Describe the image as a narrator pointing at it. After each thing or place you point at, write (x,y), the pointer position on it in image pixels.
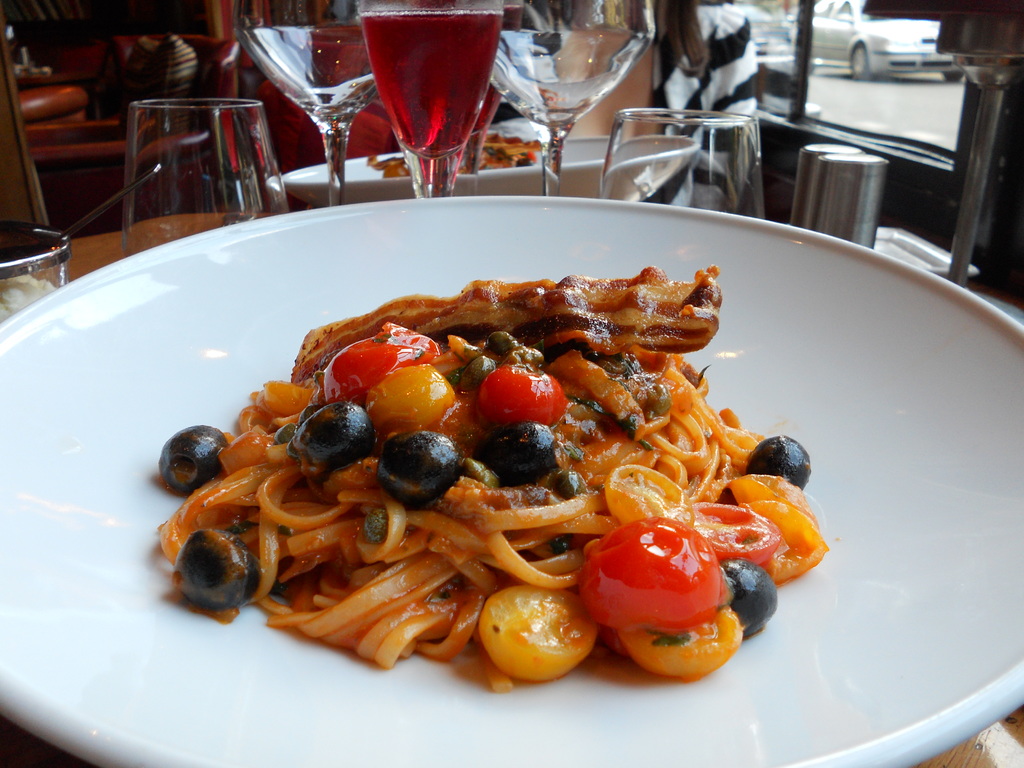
There is a plate (895,569) in which food (496,638) is present on it and there are glasses (253,145) and spoon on the table (213,220) and behind that there are sofas (213,60) and pillows (189,54) and there is one window (879,82) and outside the window (861,139) there are vehicles (882,71) on the road (885,127).
